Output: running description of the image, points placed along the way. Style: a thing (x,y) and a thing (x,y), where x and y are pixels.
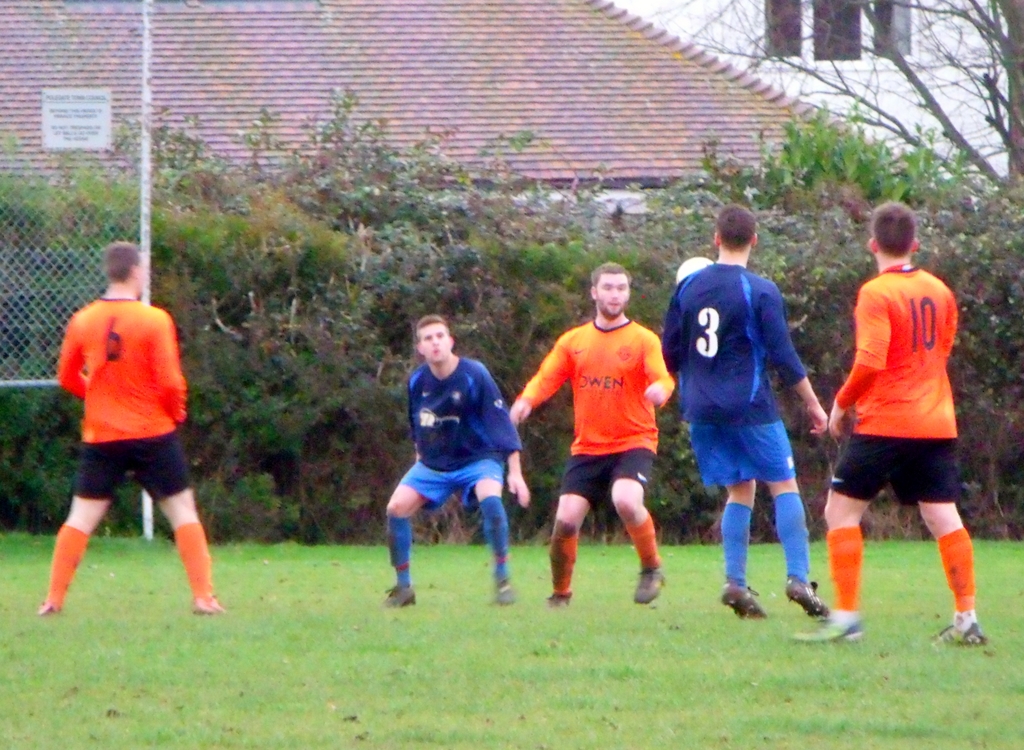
In the picture we can see a grass surface (919,701) on it, we can see some boys (632,374) are wearing a sportswear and playing and behind them, we can see a fencing wall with pole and behind it we can see plants (460,310) and house (634,161) and a building wall (862,95) with a window (781,25).
